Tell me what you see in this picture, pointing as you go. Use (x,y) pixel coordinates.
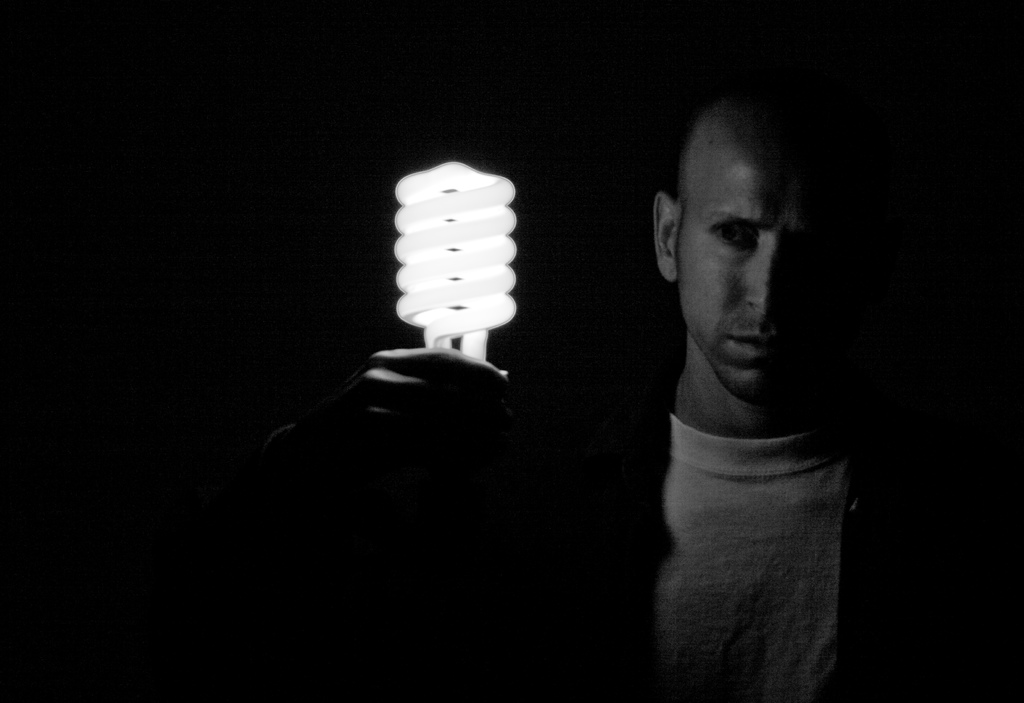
In this image we can see a man (697,541) holding a bulb (465,305) in his hand (434,380).
